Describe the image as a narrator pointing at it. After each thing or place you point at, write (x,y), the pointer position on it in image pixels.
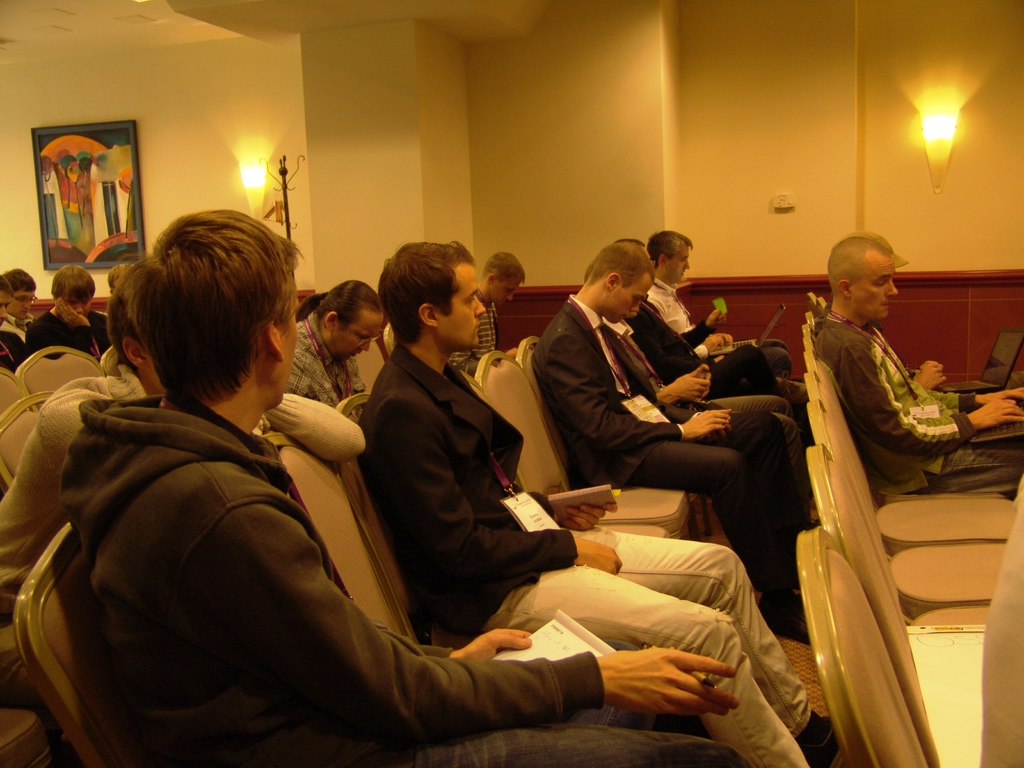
In this picture we can see a group of people (141,599) wearing id cards (869,335) and sitting on chairs (836,473), laptops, books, lights (248,182), stand (286,185) and in the background (116,131) we can see a frame (106,133) on the wall (193,115).
